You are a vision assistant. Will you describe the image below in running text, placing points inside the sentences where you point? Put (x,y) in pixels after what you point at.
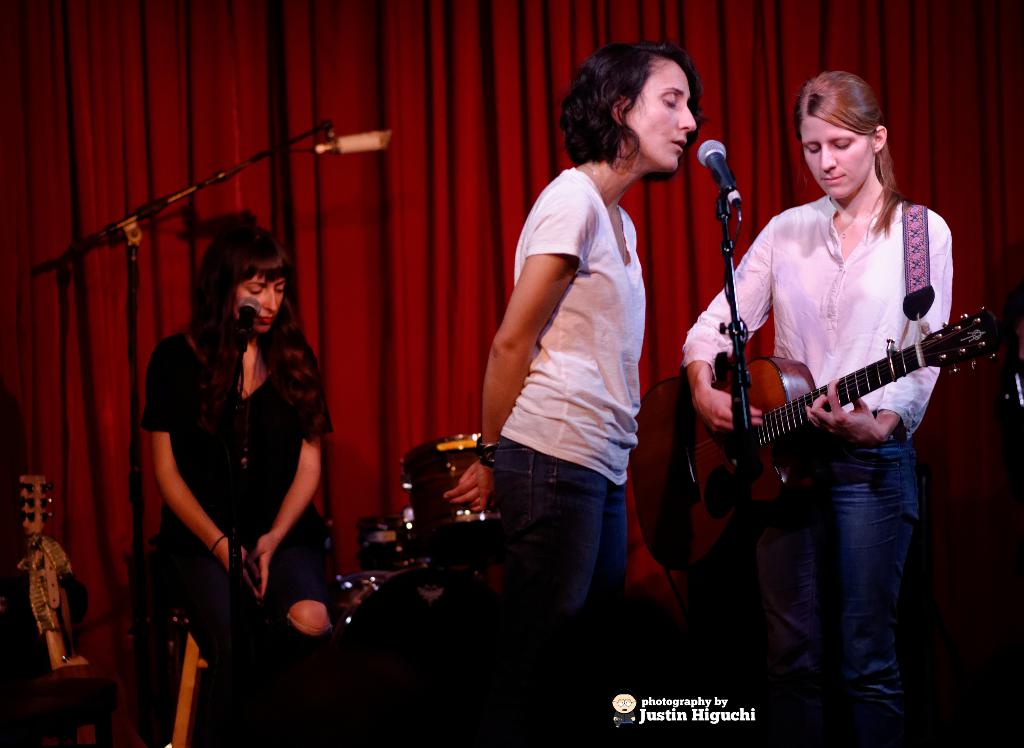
In this image there is a woman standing and playing guitar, another woman (554,352) standing, and in back ground (321,611) there is another woman (271,503) sitting and there are drums (412,489).
